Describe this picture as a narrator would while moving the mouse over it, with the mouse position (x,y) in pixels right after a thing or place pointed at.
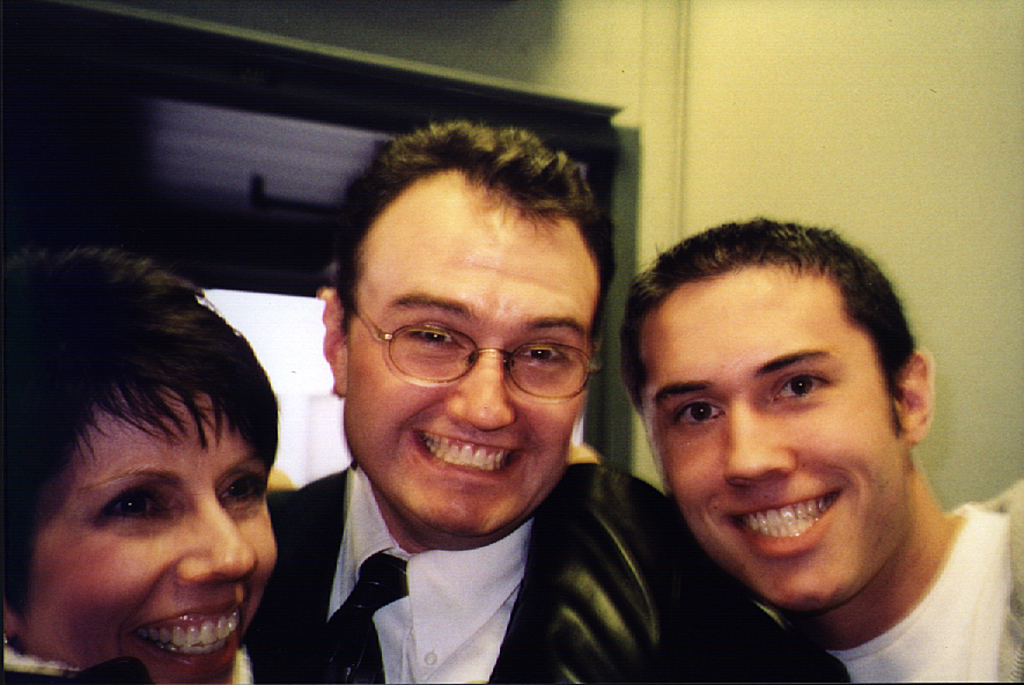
In this picture there are group of people (61,670) in the center of the image (381,235) and there is a door (219,273) on the left side of the image (183,269), in the background area of the image (226,297).
